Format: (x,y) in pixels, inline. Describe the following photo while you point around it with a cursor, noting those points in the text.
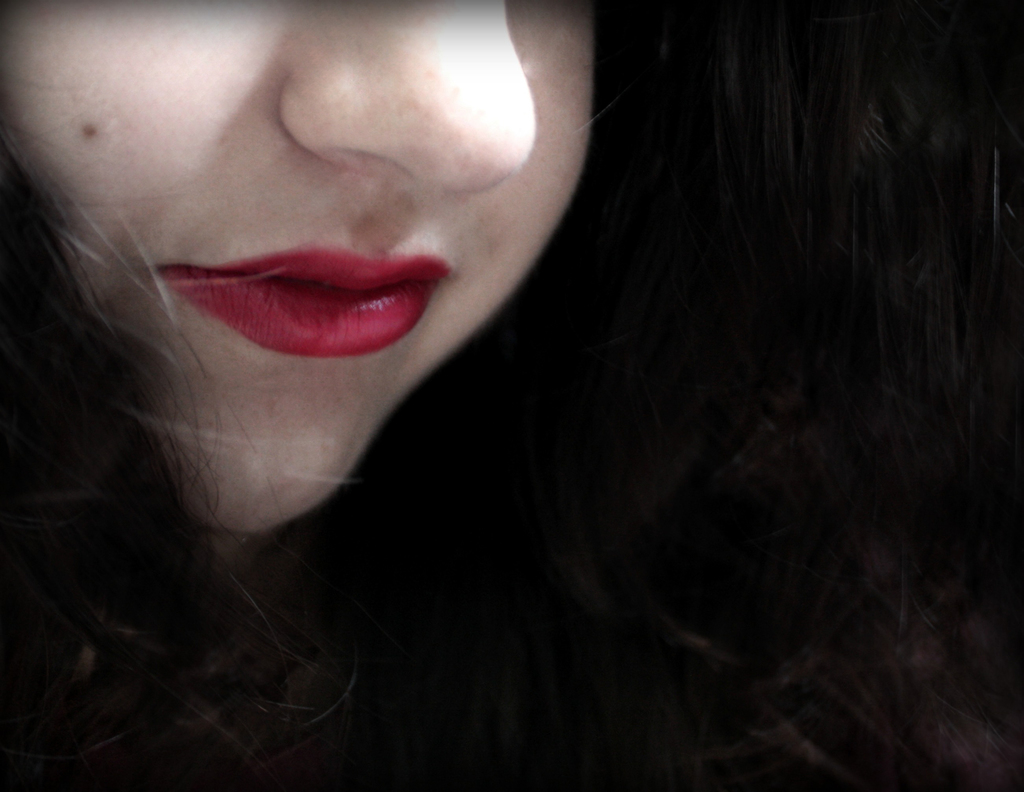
In this image I can see hair (68,461) and half face (109,205) of a woman (553,367).
